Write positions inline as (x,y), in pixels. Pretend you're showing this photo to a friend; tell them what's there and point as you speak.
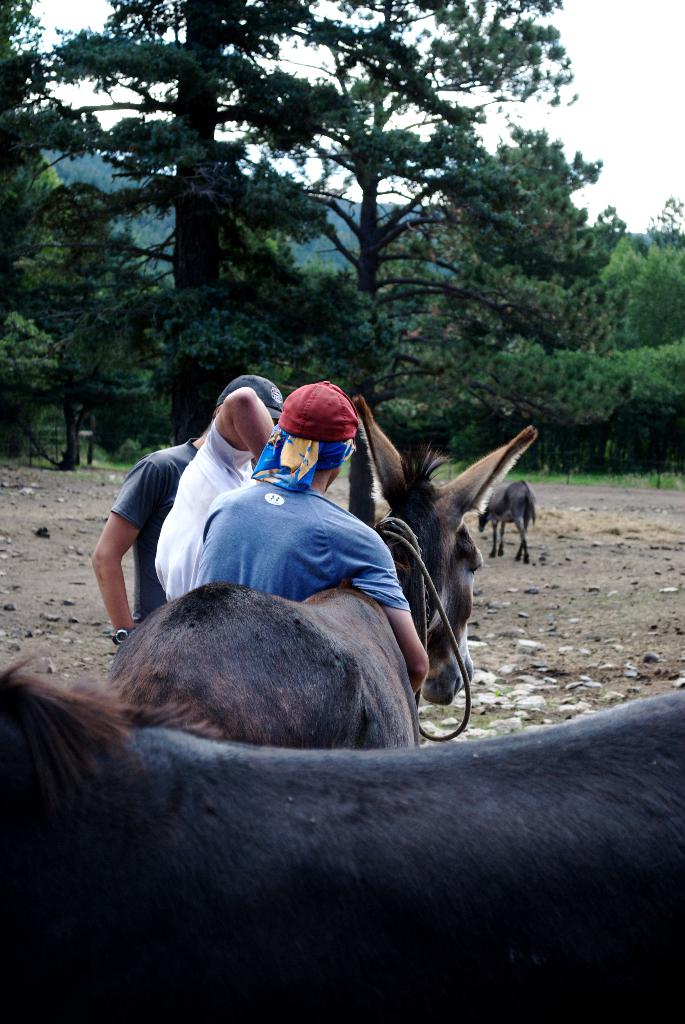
In this image in front (138,786) there are donkeys (253,651). Beside the donkeys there are three persons (155,485) standing on the ground (53,541). In the background (160,400) there are trees (215,201) and sky (572,96).
